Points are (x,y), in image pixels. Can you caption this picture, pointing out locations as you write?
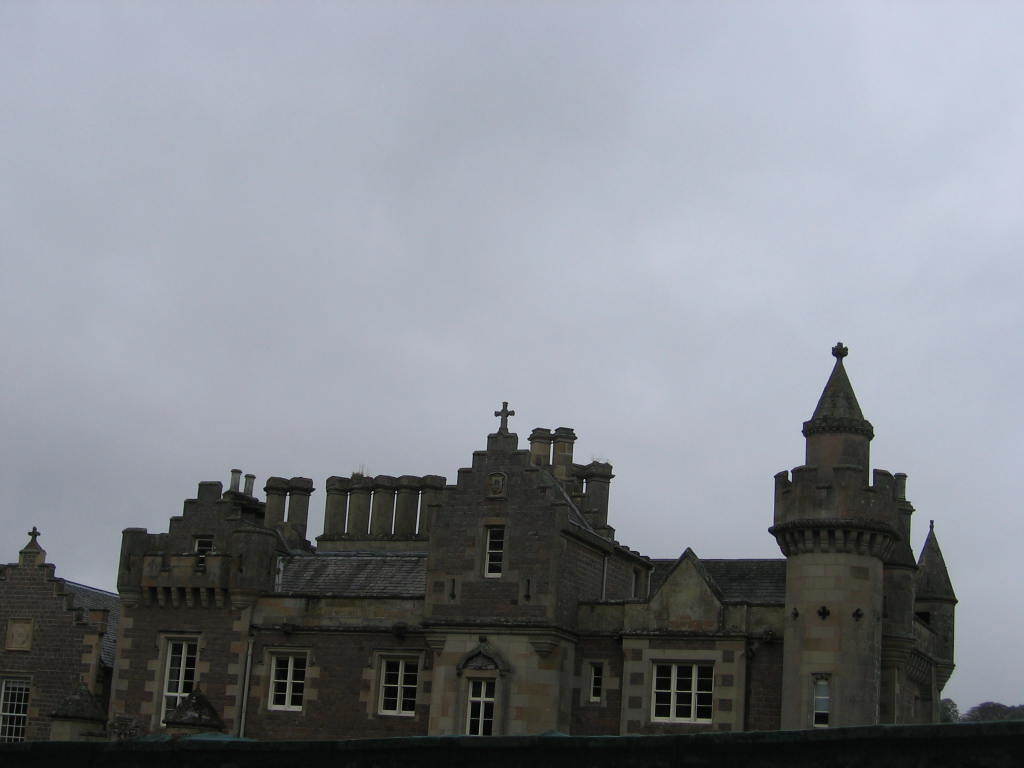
In this image, we can see a building (522,490) and at the top (353,178), there is a sky (561,192).
